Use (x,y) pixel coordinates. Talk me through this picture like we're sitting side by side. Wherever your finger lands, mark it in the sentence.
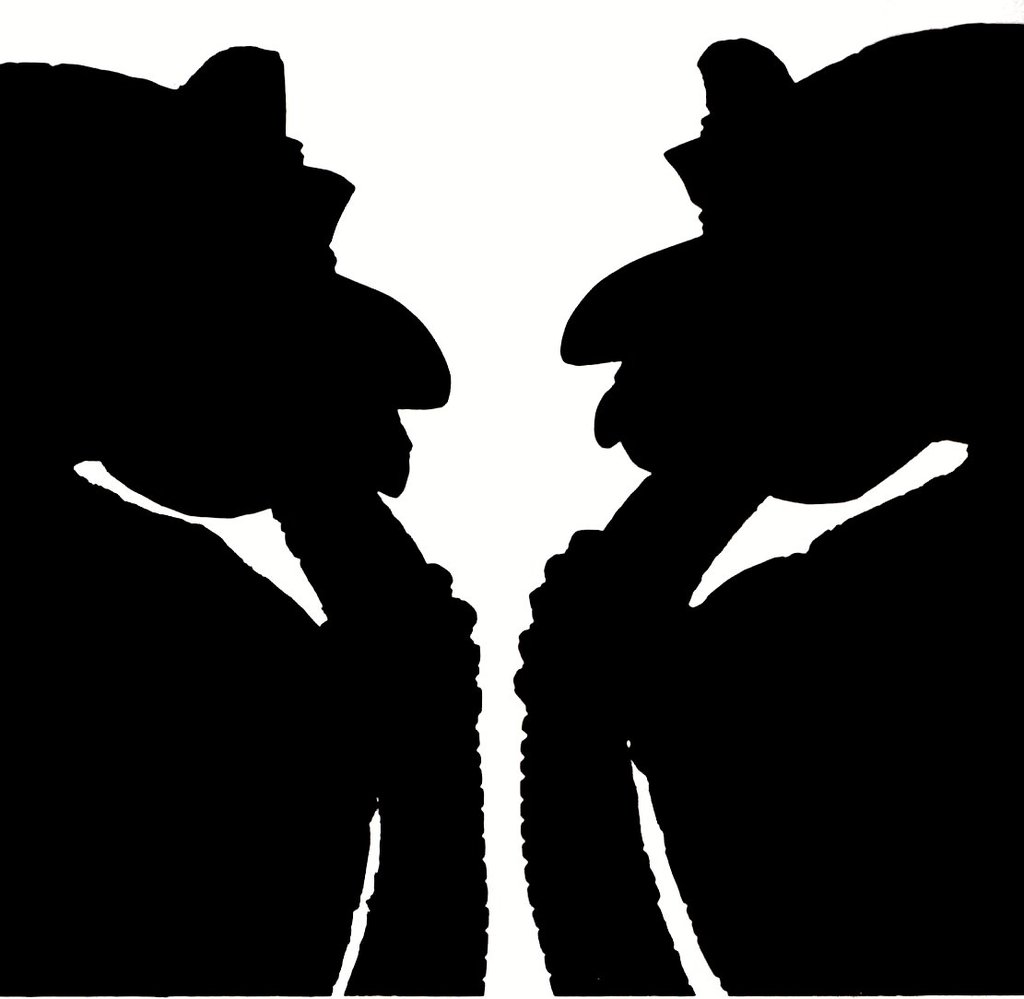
In this picture, it seems like shadows (848,520).
